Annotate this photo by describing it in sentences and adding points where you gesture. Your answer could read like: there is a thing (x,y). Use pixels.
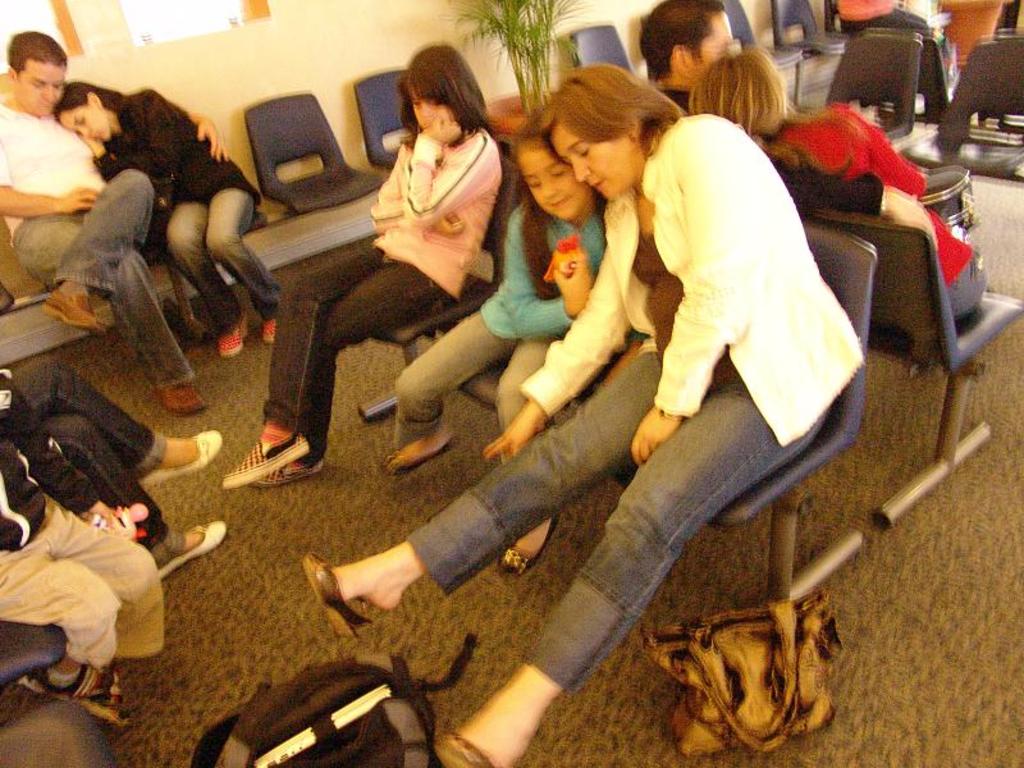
In this picture we can observe some people (137,177) sitting in the chairs (323,135). There are men (693,18), women (591,105) and children (500,306). We can observe black and cream color bag (355,684) on the floor (234,504). In the background (521,80) there is a green color plant (500,38) and a wall (329,44).
